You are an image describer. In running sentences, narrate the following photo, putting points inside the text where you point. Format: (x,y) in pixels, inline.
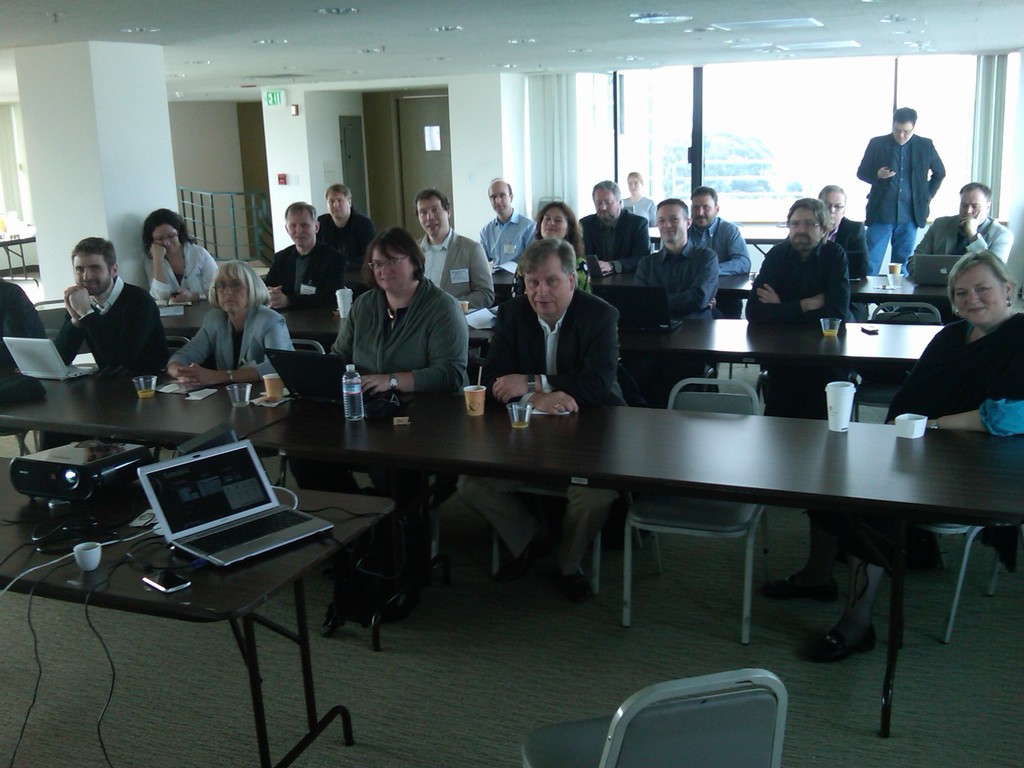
In this image we can see this people (808,318) are sitting on the chairs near the tables (764,342). There are laptops (234,514), glasses (527,409), projector (126,482), water bottle (345,404) and cup (84,553) on the table (114,553). In the background (788,128) we can see glass windows (713,116).
